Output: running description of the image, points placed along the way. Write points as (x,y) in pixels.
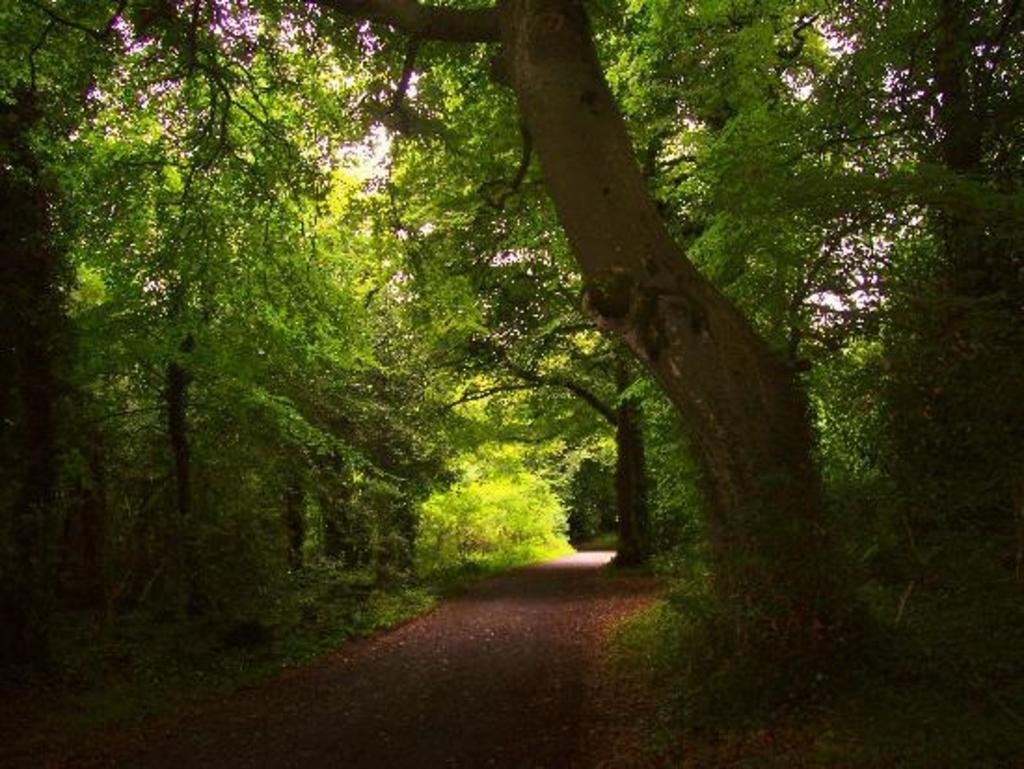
In the center of the image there is road (560,567). There are trees (502,213).
